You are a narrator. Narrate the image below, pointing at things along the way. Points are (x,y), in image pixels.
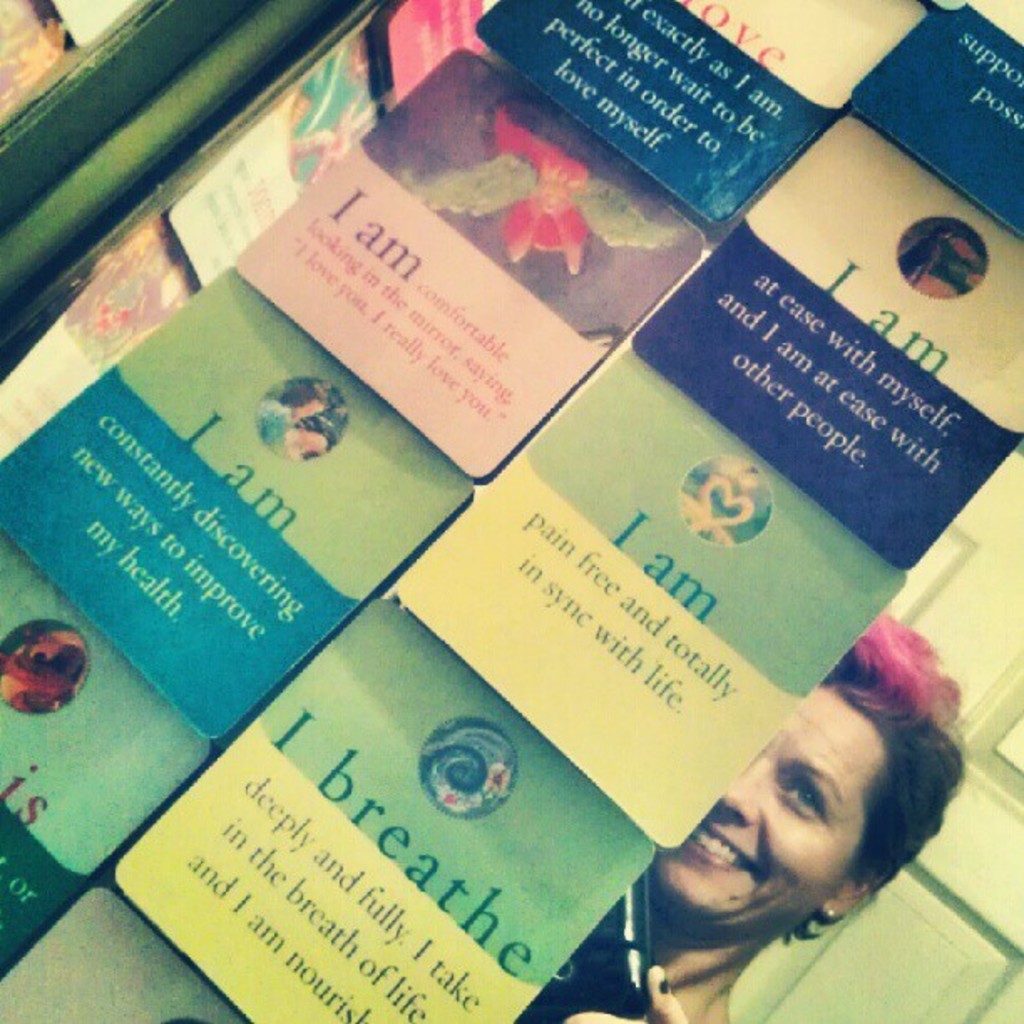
In the foreground of this picture (259,246) we can see the text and pictures (584,206) of some objects (542,195) on the posters (496,403) and we can see a person (746,890) holding some object (615,954) and smiling. In the background (851,1007) we can see the door (974,788) and some other objects (59,21).
